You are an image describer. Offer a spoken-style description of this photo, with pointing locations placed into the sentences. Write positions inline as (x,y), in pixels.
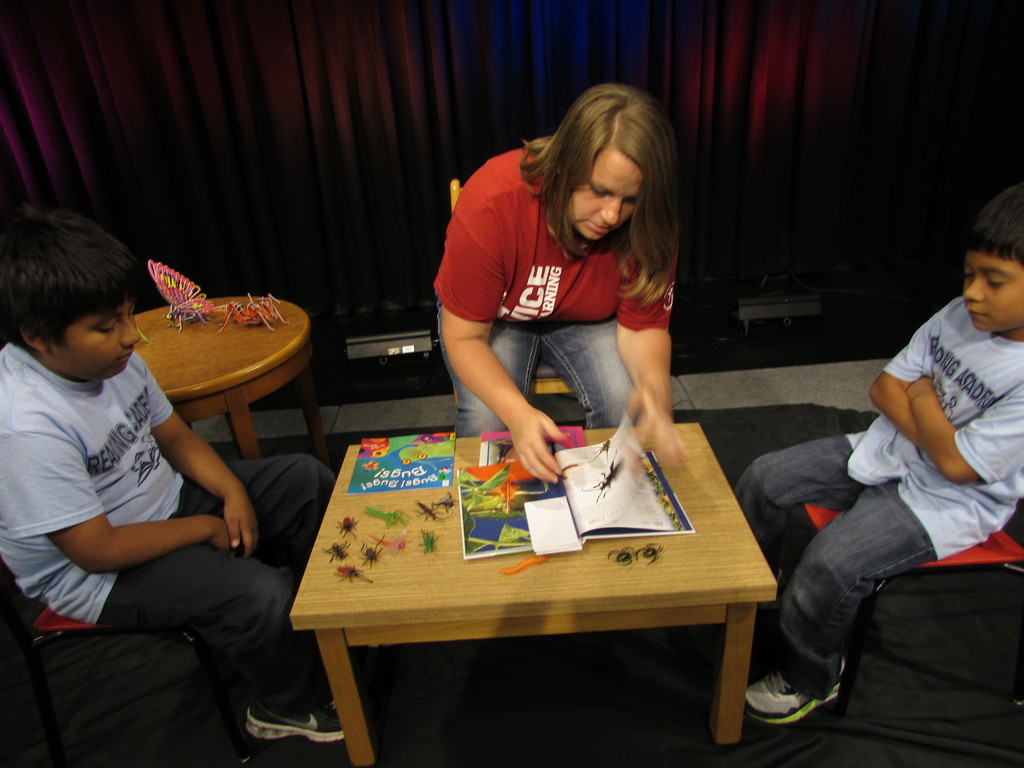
In this image three persons (821,590) are sitting on the chairs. Before them there is a table (559,572) having few books (501,520) and toys (626,555). Left side (250,345) there is a table (205,375) having few toys (181,279). Background (199,283) there are few curtains (449,157).
